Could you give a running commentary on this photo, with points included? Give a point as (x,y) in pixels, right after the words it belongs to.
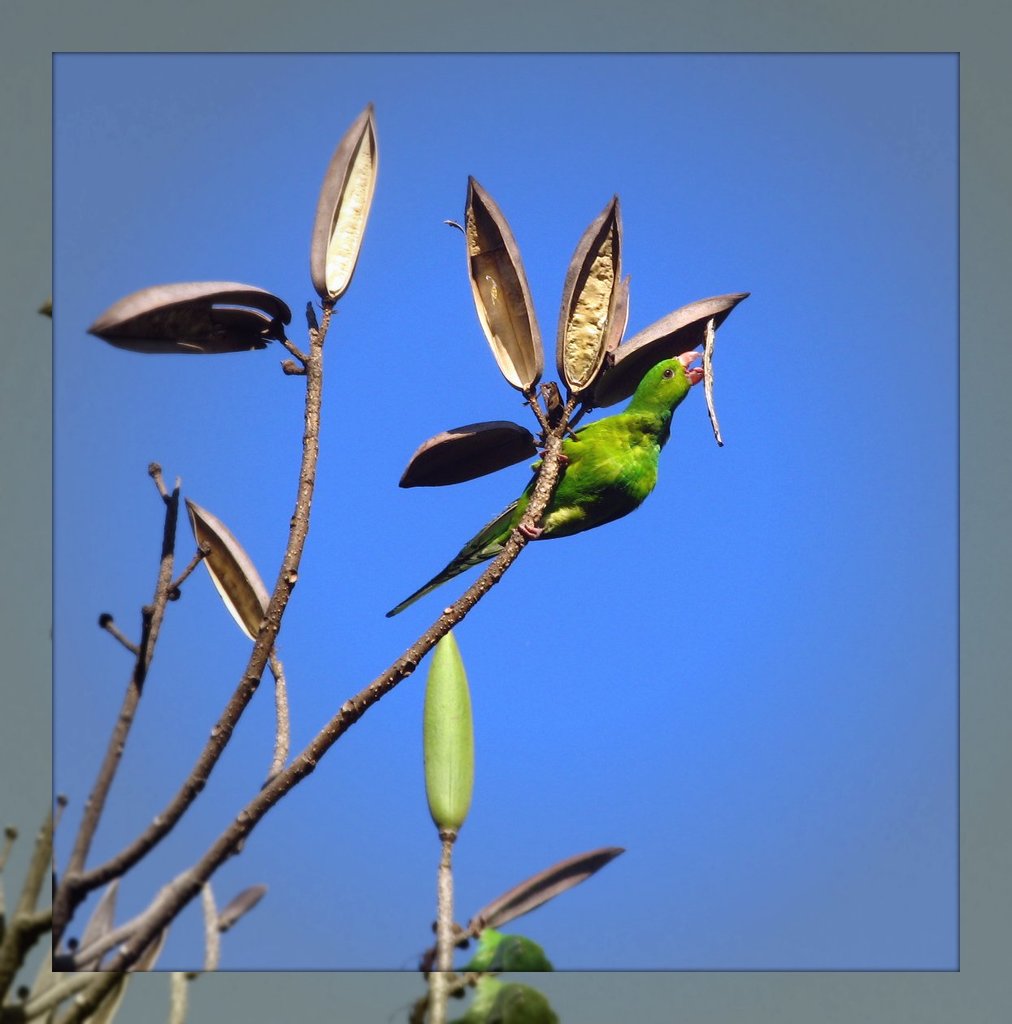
In this image we can see a bird (595,473) on a tree (580,414). In the background (401,88) there is a sky (839,537).
